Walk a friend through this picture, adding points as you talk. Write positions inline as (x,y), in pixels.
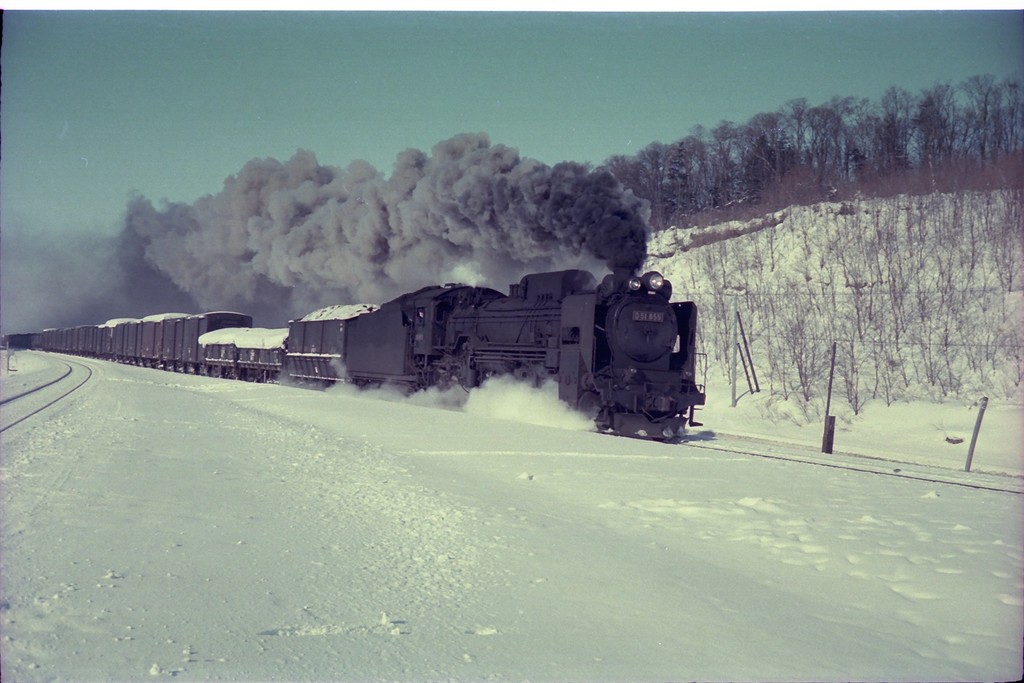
in the foreground (672,477) there is snow (540,586). In the center of the picture (637,402) there are railway tracks (55,386), fencing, trees (813,312) and a train (419,319). At the top left (85,198) it is sky (243,84). At the top right (860,151) there are trees (745,200). In the center of the picture (592,240) there is smoke (412,212). It is Sunny.
